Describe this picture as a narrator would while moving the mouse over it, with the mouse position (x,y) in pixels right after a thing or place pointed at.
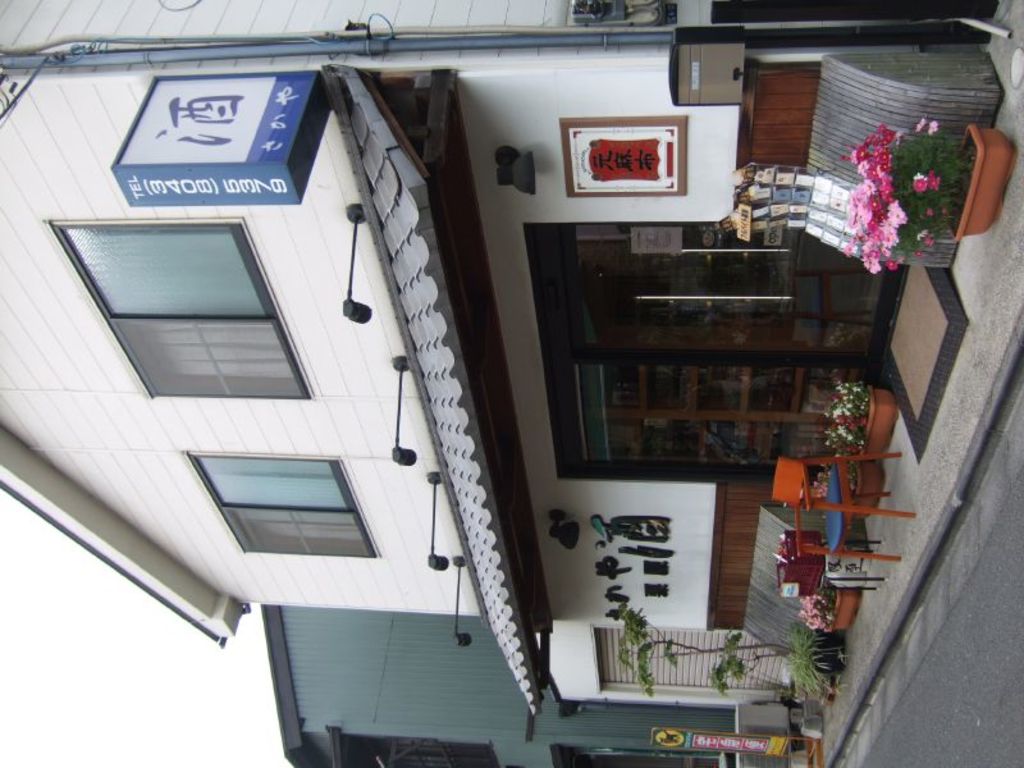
In this image, there is an outside view of a building (153,250). There is plant (920,181) in the top right of the image (978,194). There is a chair (836,492) and some plants (865,393) in the bottom right of the image (797,647). There is a board (203,149) in the top left of the image (238,185). There is a door (585,317) on the right side of the image (787,423). There are some light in the center of the image (392,455).
